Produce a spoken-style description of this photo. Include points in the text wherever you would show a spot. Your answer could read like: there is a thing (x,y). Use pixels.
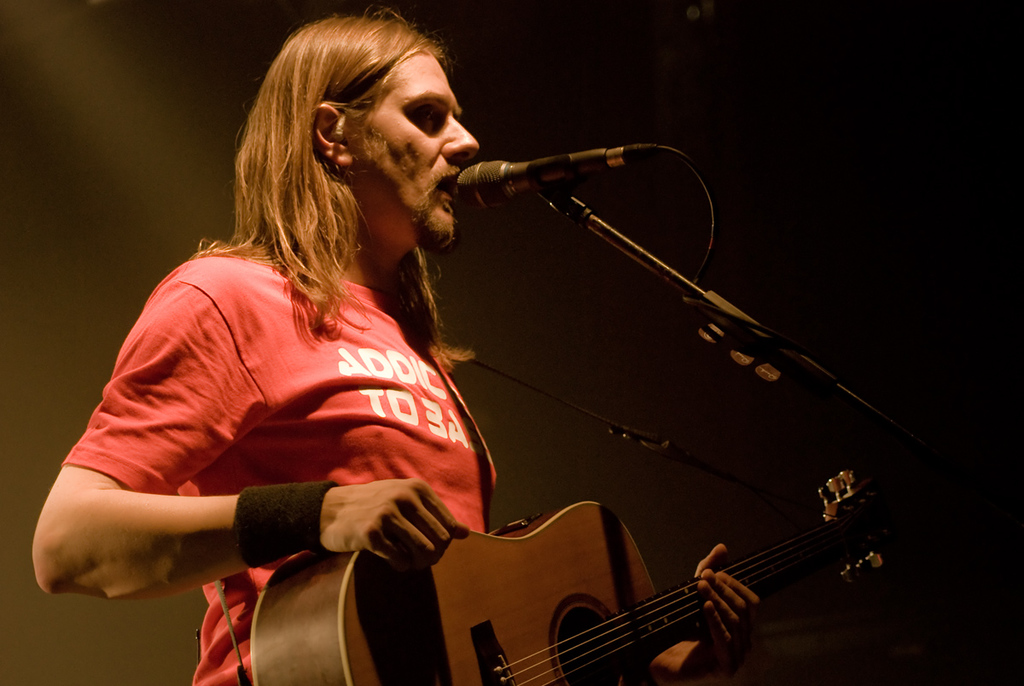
In the center (358,369) we can see one person (391,321) he is singing and he is playing guitar (558,628). In front of him there is a microphone (499,198).
